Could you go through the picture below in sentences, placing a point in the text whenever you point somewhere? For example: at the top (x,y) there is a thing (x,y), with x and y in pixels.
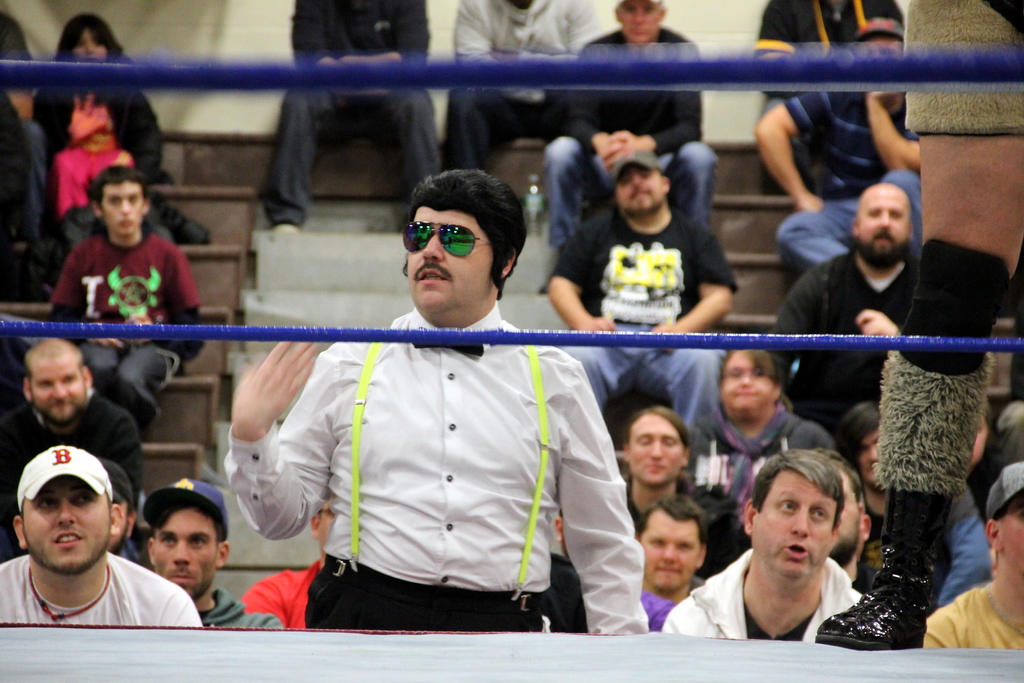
In this image we can see a few people (196,498) sitting on stairs (511,281) and a person (431,496) is standing and there are blue color rope (495,343) in front of the person (555,355).
